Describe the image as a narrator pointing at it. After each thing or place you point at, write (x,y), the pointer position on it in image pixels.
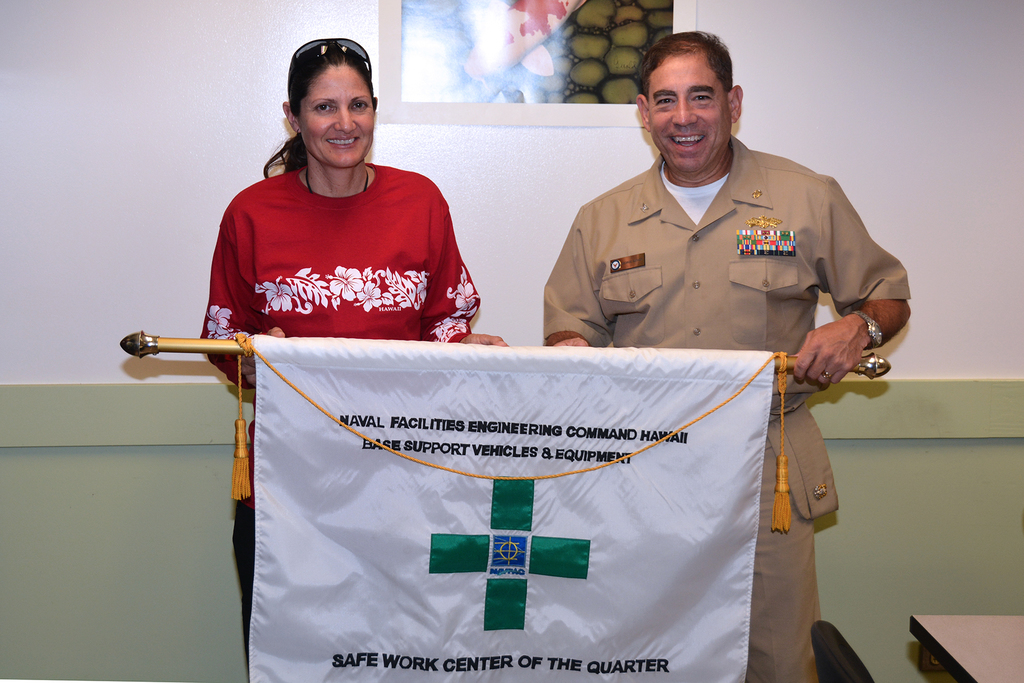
In the image there is a man (745,232) and woman (288,312) holding a banner (417,413) and behind them there is a painting (512,73) on the wall (463,177).
